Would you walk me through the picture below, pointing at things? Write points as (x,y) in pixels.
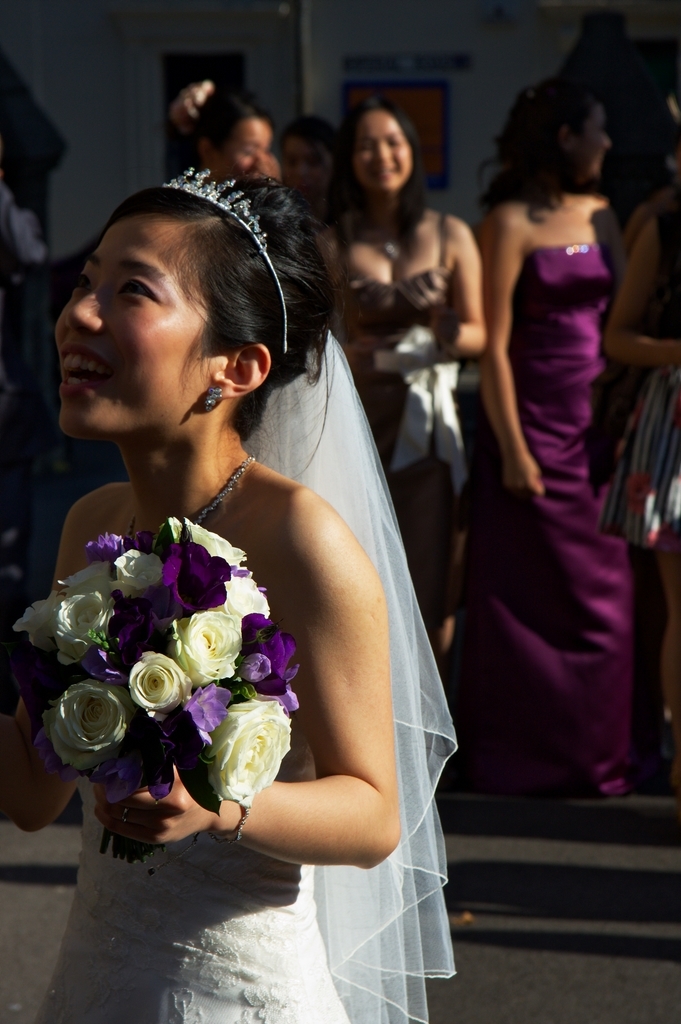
In this picture I can see few people (586,596) standing and I can see a woman (304,507) holding flowers (179,757) in her hand (164,812) and looks like a building (57,38) on the back (289,123).
